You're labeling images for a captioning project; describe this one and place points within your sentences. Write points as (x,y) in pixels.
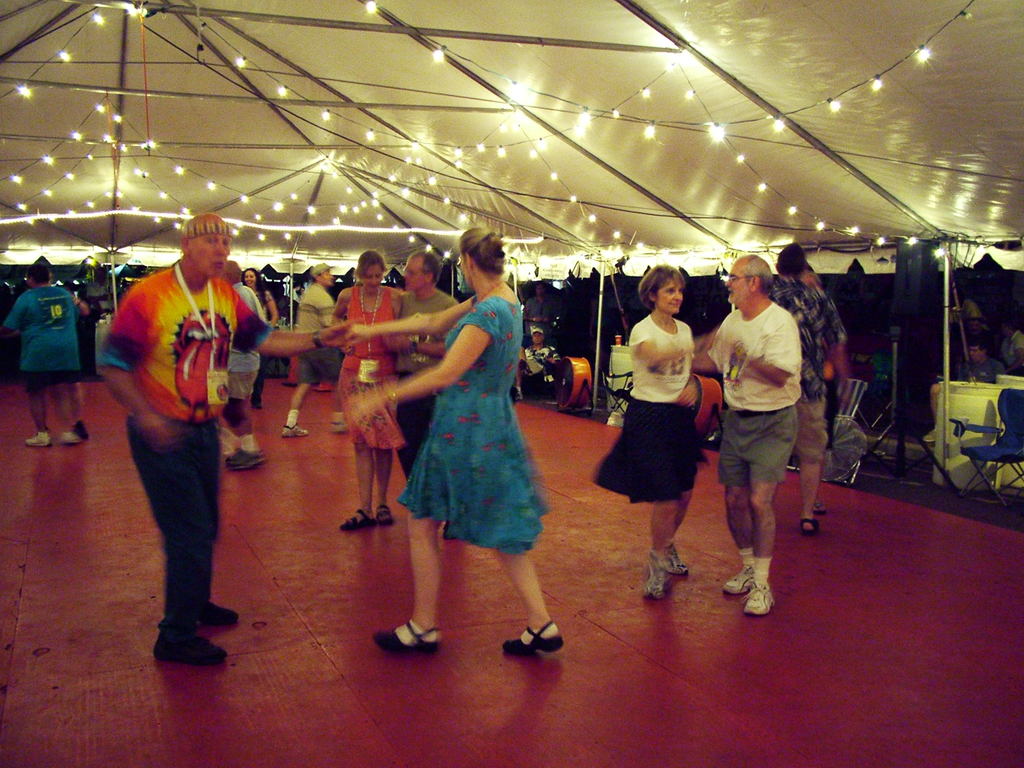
In this picture people (370,366) are dancing on a stage (264,383), on above the stage (260,470) there is tent (600,227) to that tent (745,73) there is beautiful lighting (178,226) audience (545,315) are watching the dance.
